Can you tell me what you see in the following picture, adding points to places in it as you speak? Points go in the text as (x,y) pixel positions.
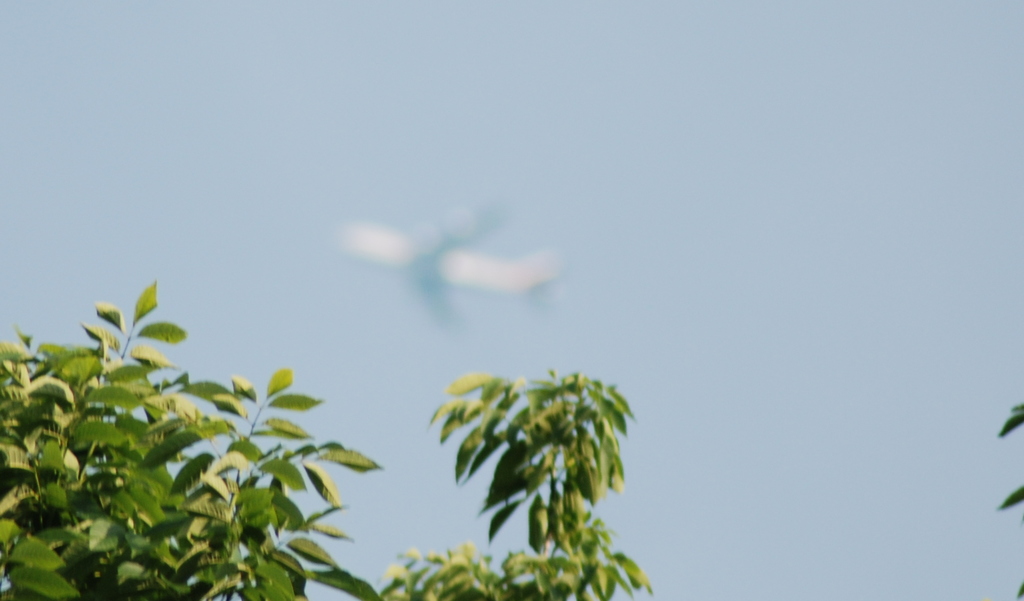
In this image we can see an airplane (446,264) flying in the sky (576,305) and some trees (232,557).
